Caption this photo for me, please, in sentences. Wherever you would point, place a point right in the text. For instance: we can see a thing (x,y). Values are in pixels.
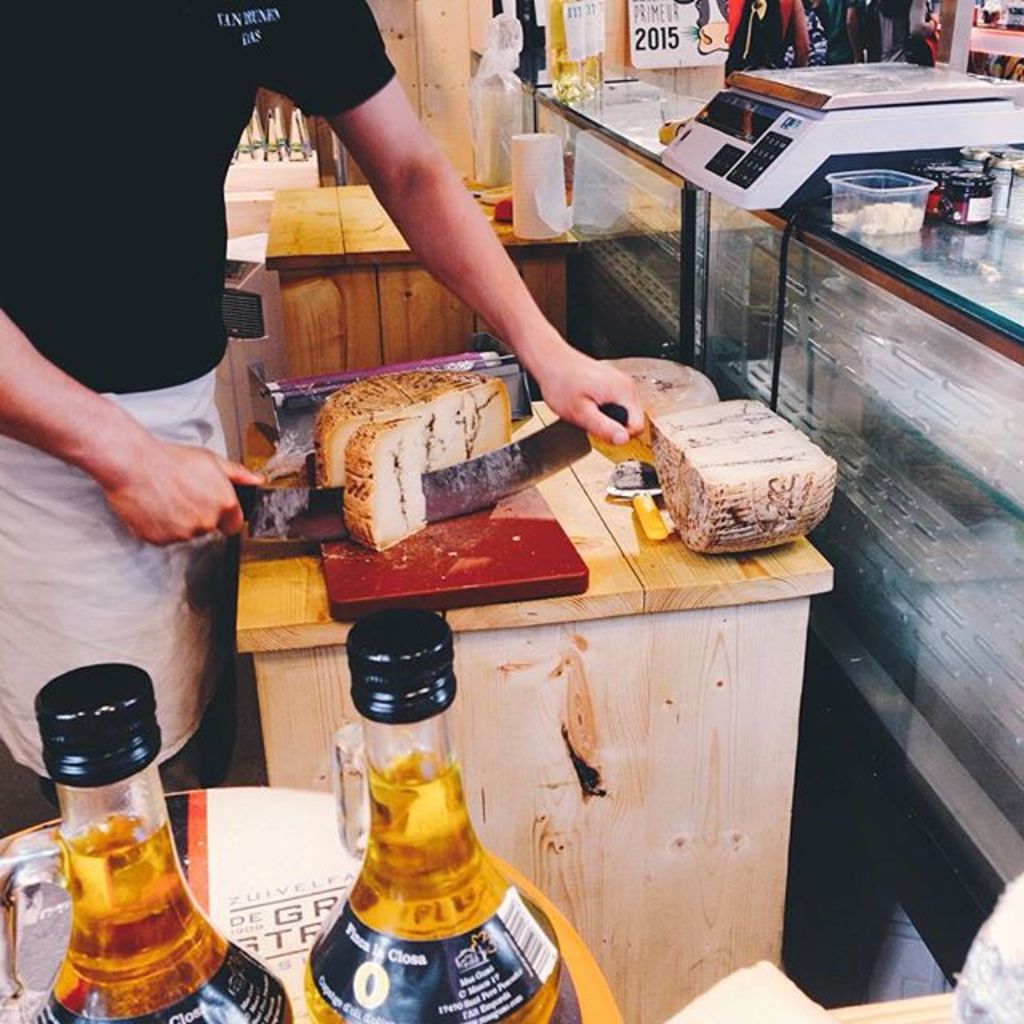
In this image we can see a person (193,528) cutting food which is placed before him. At the bottom (400,938) there are bottles (409,819). In the background (719,275) there is a counter top (866,385) and we can see a weighing machine (794,128), bowl (860,201) and some objects (960,192) placed on the counter top (1002,222). In the background (436,52) there is a table (533,247) and a wall (450,53) we can see boards (640,46) placed on the wall (442,115).
